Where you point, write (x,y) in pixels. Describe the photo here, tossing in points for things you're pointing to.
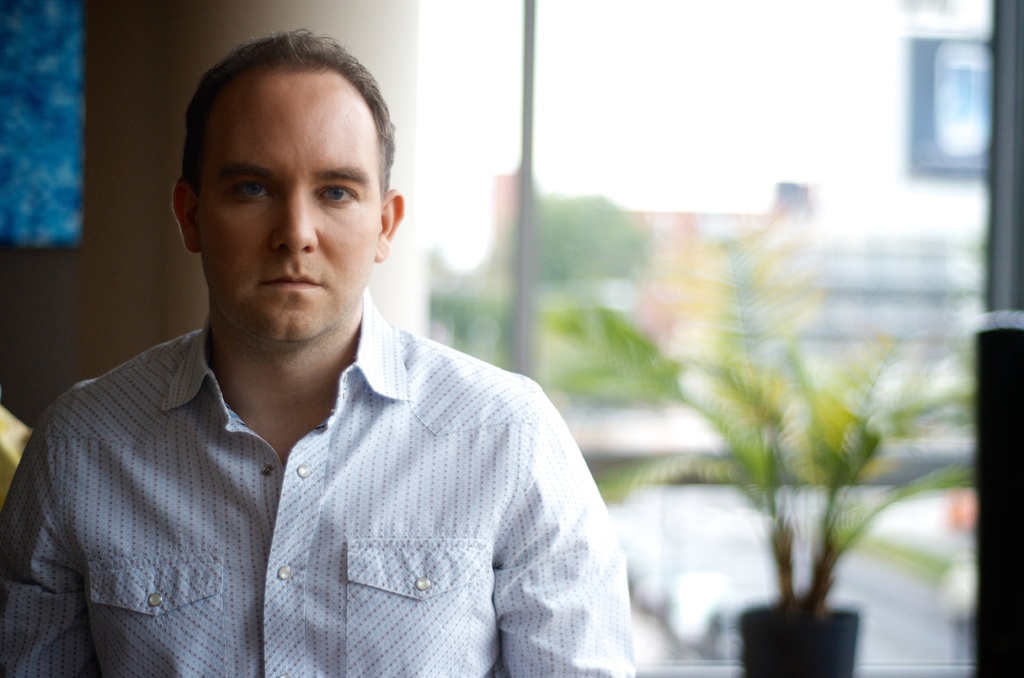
In this picture I can see there is a man (364,427) standing and wearing a white shirt (342,549) and in the backdrop (781,640) I can see there is a plant (768,513) and a wall (215,42).
